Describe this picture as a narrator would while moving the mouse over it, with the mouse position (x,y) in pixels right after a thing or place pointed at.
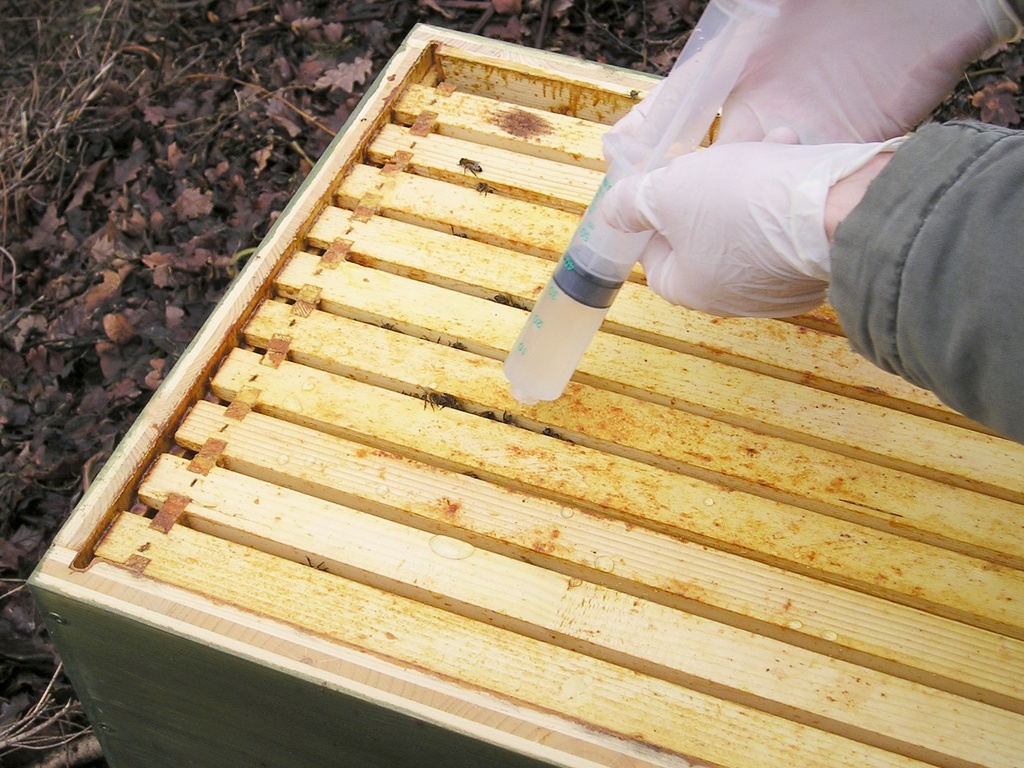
In this image I can see a human hands (853,187) wearing gloves (764,169) and holding a syringe (734,7) in his hands (750,68). I can see a wooden box (597,412) which is cream and green in color on the ground (27,380). I can see few leaves (125,241) on the ground (158,93) and some grass (135,63).
